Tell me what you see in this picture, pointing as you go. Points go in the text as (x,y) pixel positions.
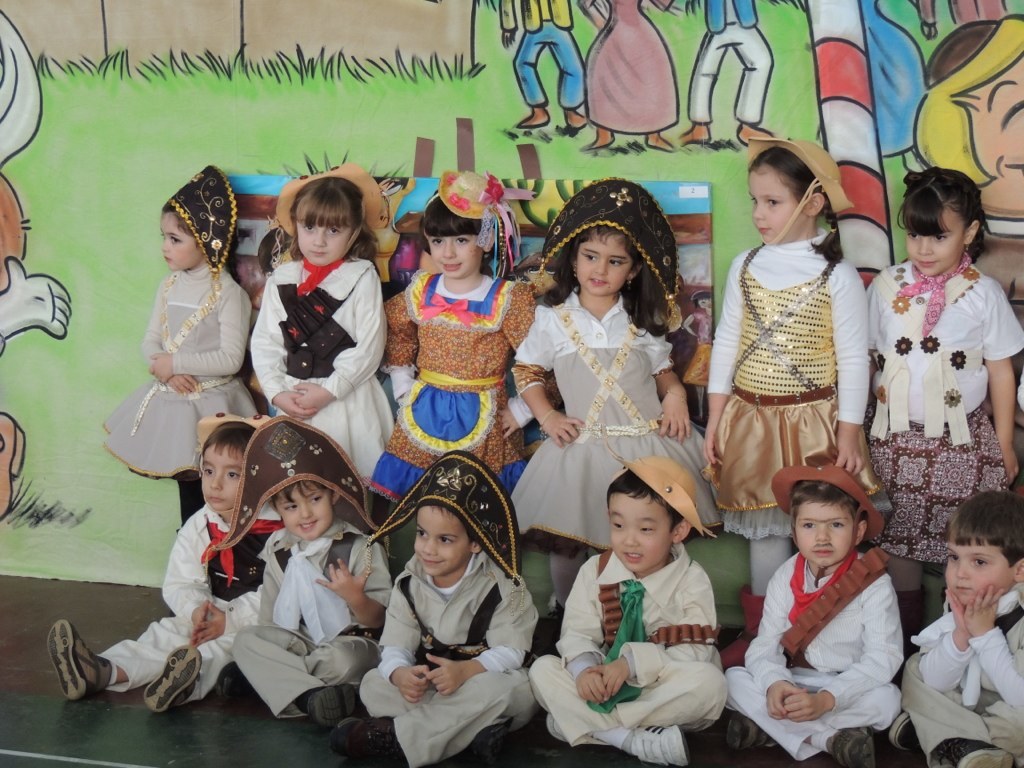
In this image I can see few children (425,292) wearing costumes (600,365) and giving pose for the picture. In the front (624,596) few children (641,626) are sitting on the floor (222,711), at the back (241,333) few children (534,330) are standing and leaning to the wall (479,126). On the wall (577,96), I can see some paintings (619,74).
